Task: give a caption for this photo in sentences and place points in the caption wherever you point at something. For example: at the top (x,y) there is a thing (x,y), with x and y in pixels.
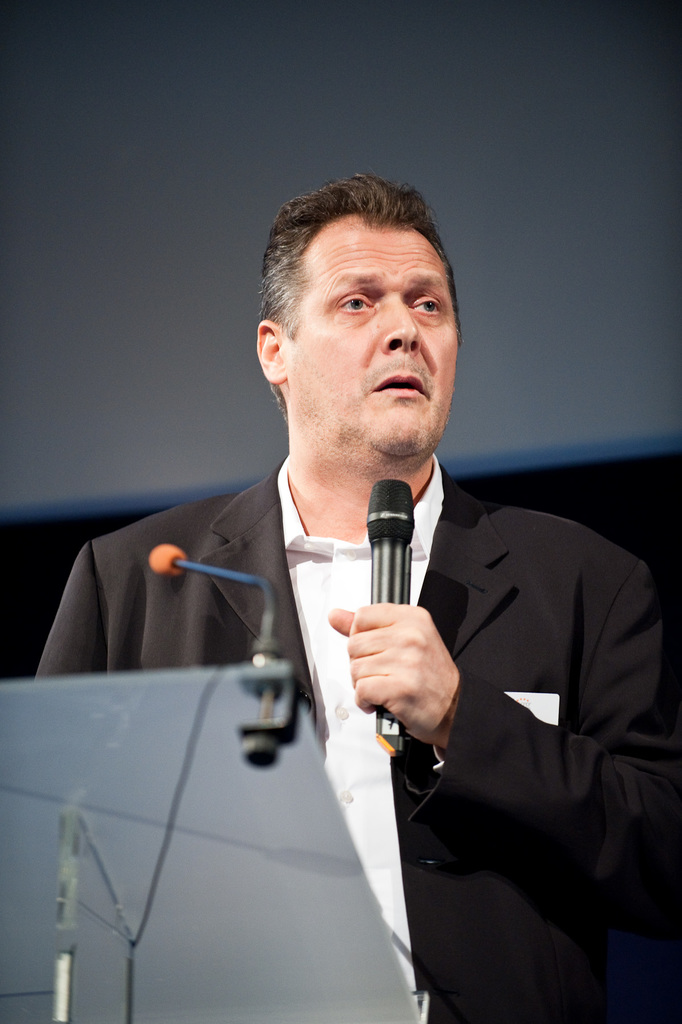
Here we can see a person (414,545) holding a microphone (396,541) in his hand (375,659) and in front of him we can see a table (236,753) having microphone (267,603) on it
